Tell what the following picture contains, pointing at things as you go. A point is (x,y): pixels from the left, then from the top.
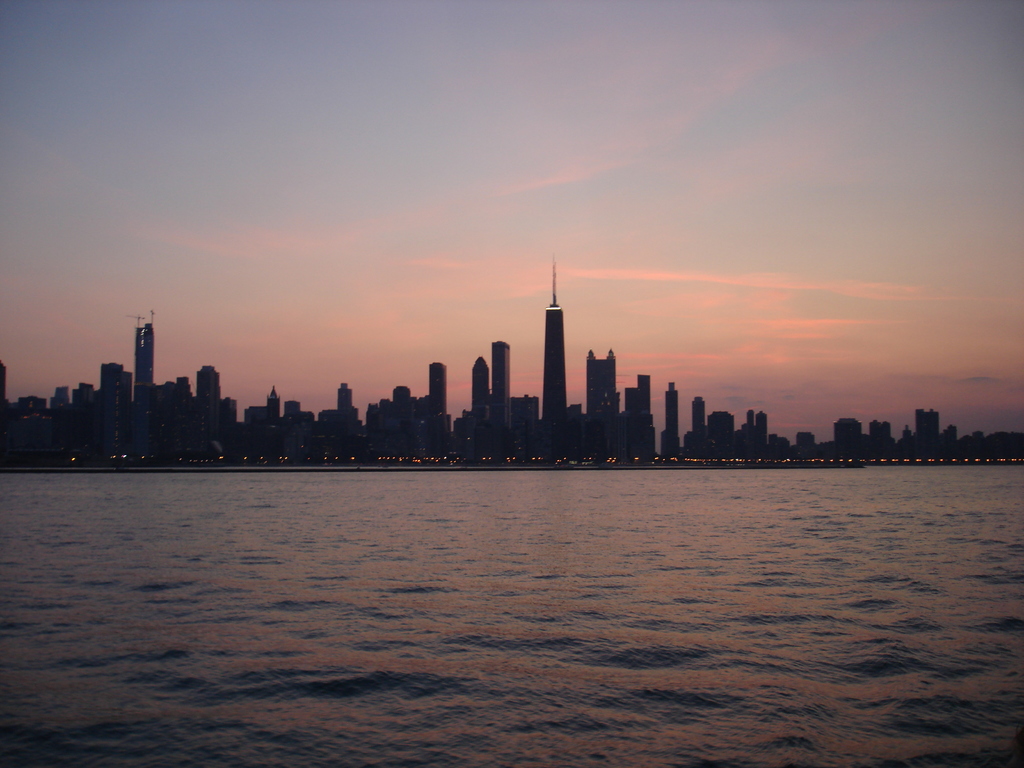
In this picture we can see the skyscrapers (95,420) in the image. In the front (486,629) bottom side there is sea water (396,560). On the top (416,200) there is a sunsets sky (363,222).
